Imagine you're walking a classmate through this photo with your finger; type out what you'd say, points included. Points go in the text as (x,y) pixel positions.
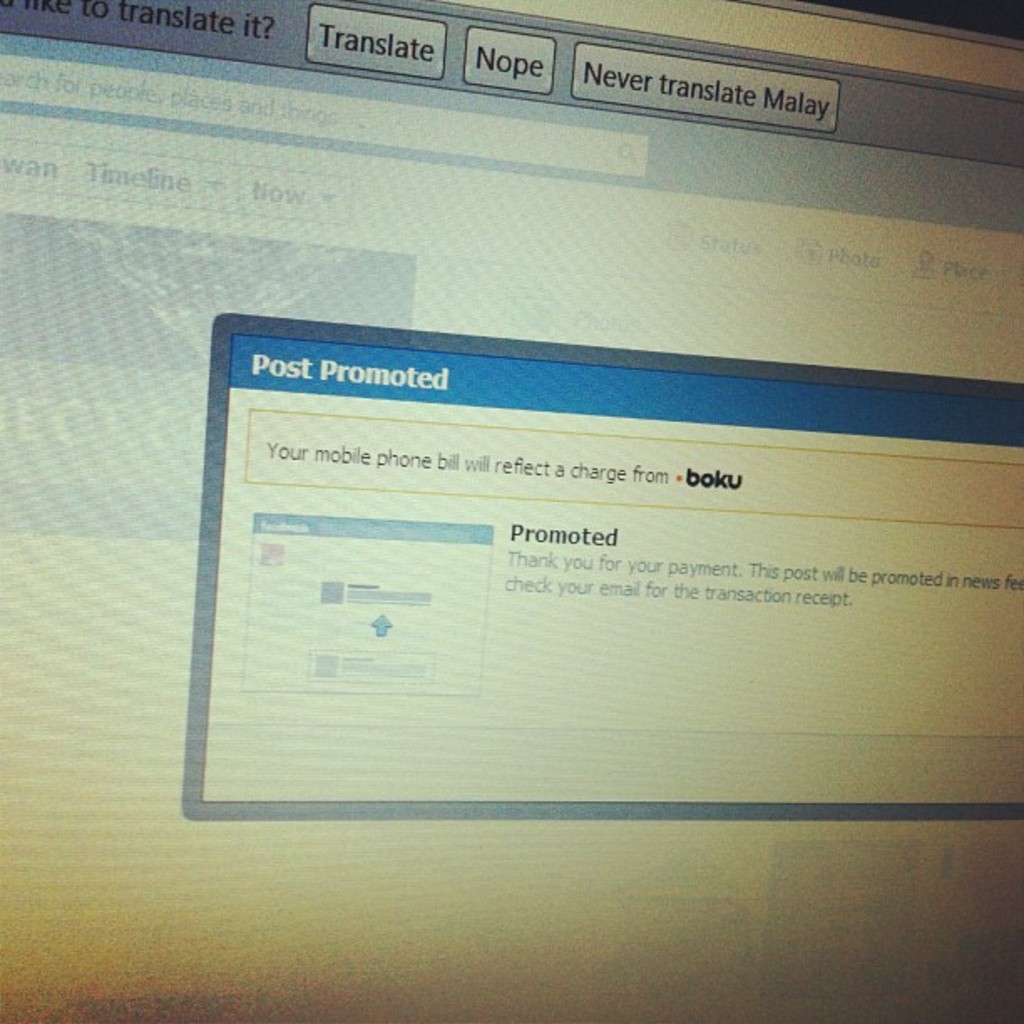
In this picture we can see a screen (589,74).
